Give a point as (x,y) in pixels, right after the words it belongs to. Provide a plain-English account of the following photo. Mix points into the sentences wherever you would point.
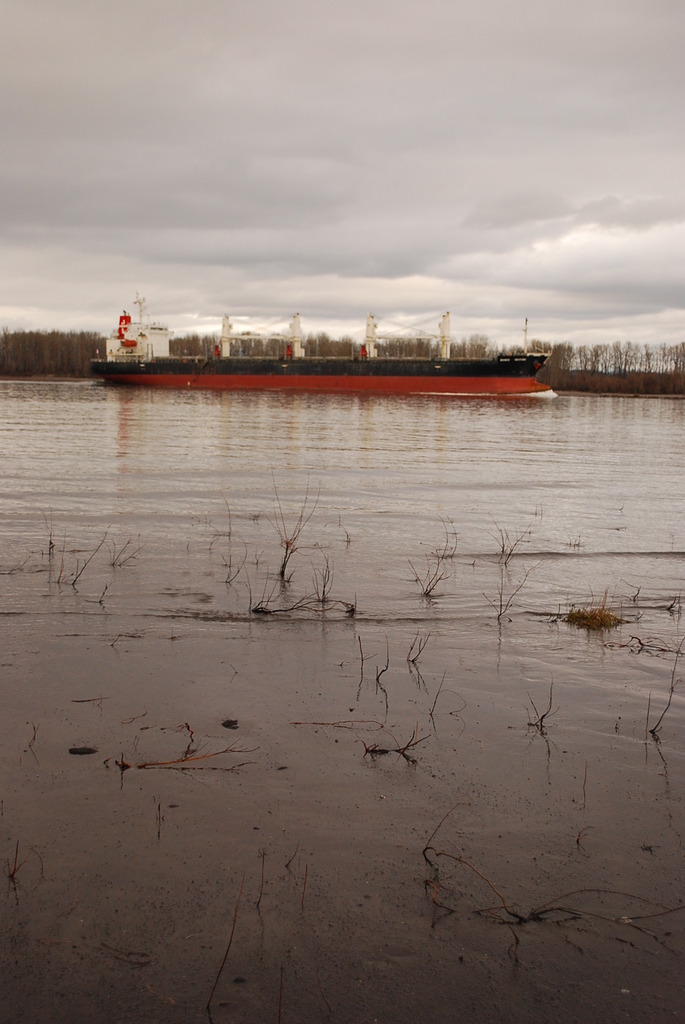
In this image there is a ship (195,378) sailing on the surface of the water (370,457). Bottom of the image (376,745) there are plants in the water (431,671). Background (61,346) there are trees (472,347). Top of the image (308,197) there is sky (274,153) which is cloudy.
